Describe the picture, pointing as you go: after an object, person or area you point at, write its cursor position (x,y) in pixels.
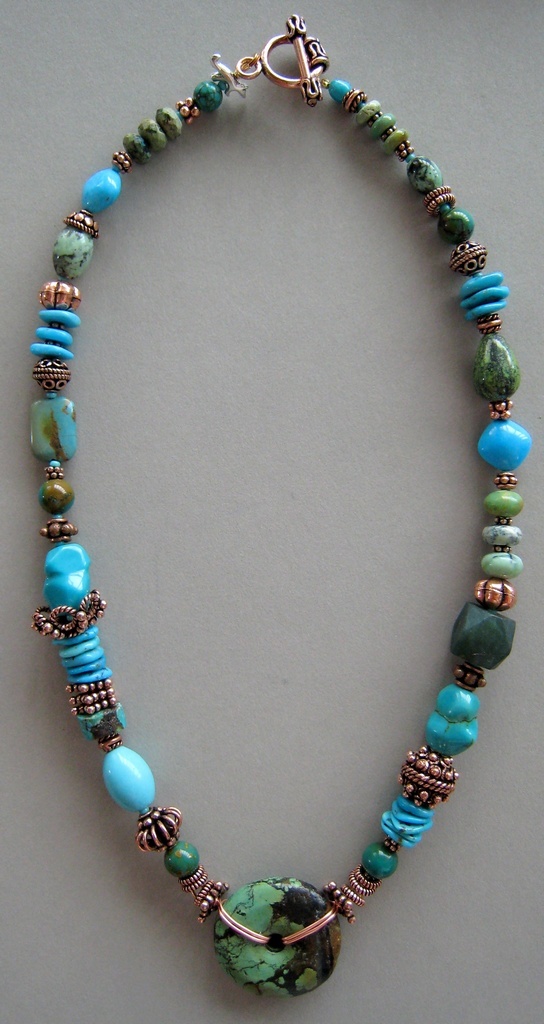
In this picture we can see a necklace (103,193) in the front (62,262), there is a plain background (283,499).
